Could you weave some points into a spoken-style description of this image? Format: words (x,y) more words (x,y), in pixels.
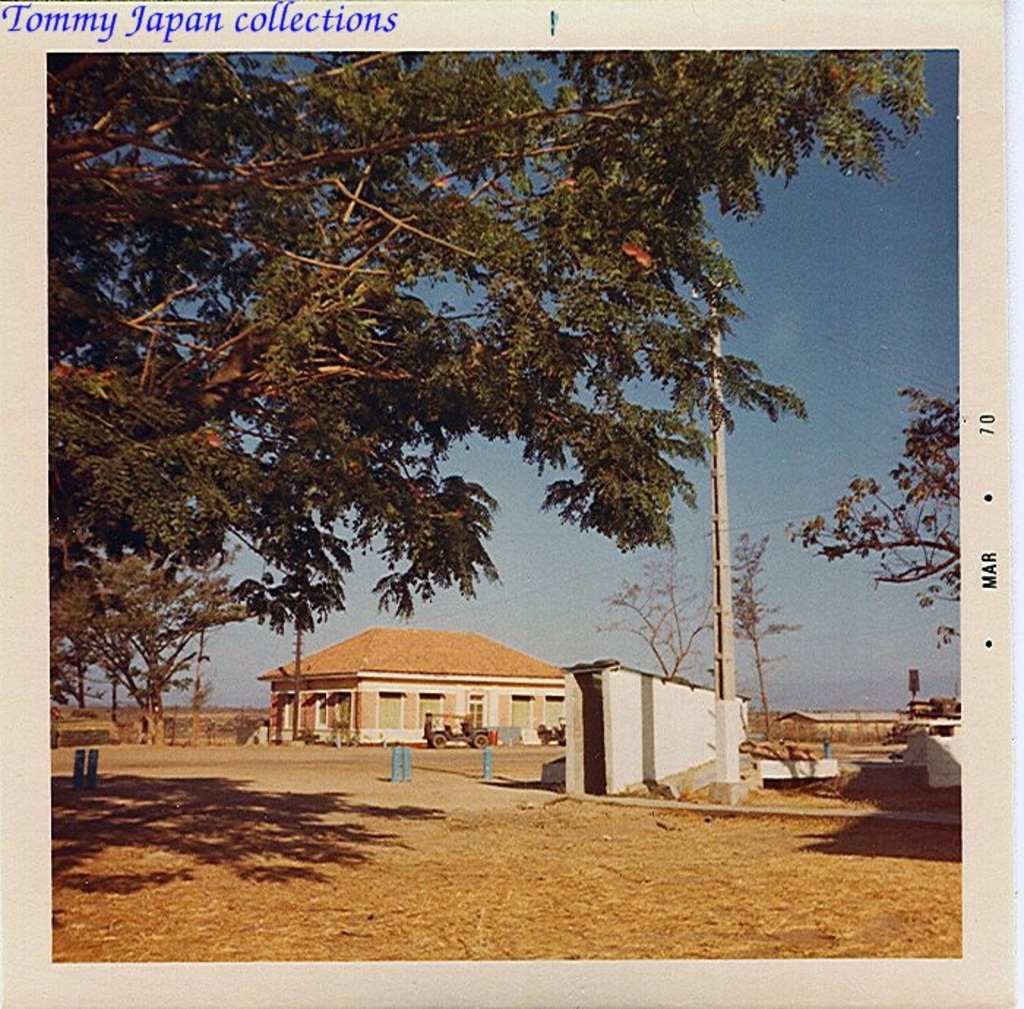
On the left (157,544) there are trees (149,616). In the center of the picture (496,661) there are vehicles (473,717), house (532,709), wall (662,691), trees (688,650) and other objects (504,731). On the right (927,722) there are wall (932,746), bags (773,755), trees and other objects (845,731). In the foreground (478,906) there is dust (520,898). Sky (754,424) is sunny. At the top (298,20) there is text (173,37).
